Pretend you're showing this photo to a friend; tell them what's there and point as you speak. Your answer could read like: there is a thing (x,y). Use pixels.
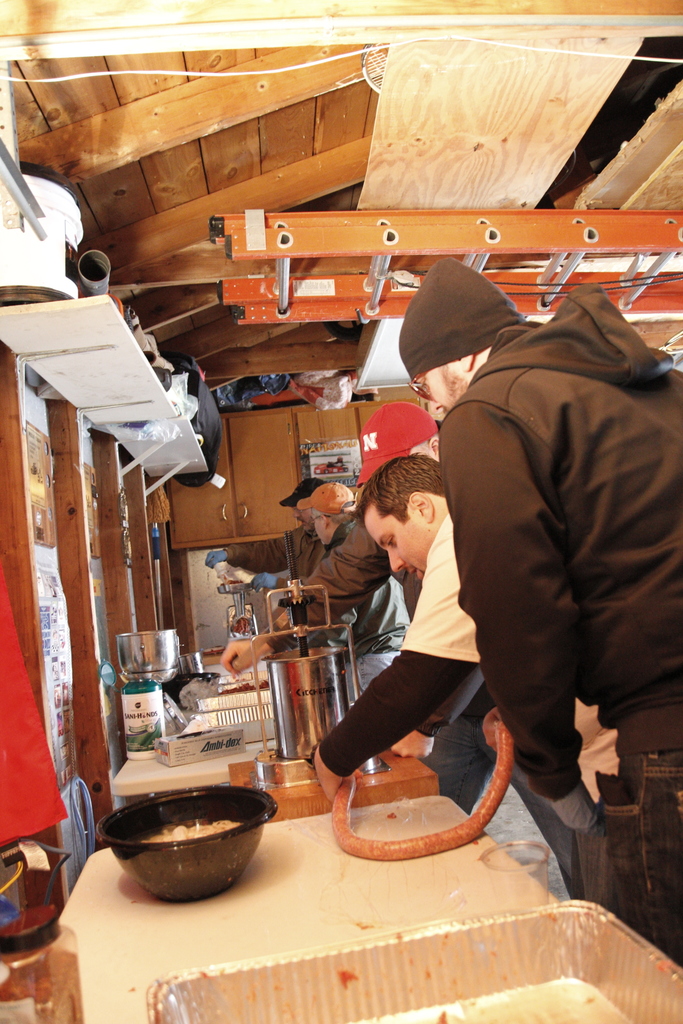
On this platform (257,959) there are containers (151,705), bowl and things (187,734). Beside this platform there are people (472,581). Pictures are on the wall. Poster (326,463) is on cupboard (297,471). This is ladder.
